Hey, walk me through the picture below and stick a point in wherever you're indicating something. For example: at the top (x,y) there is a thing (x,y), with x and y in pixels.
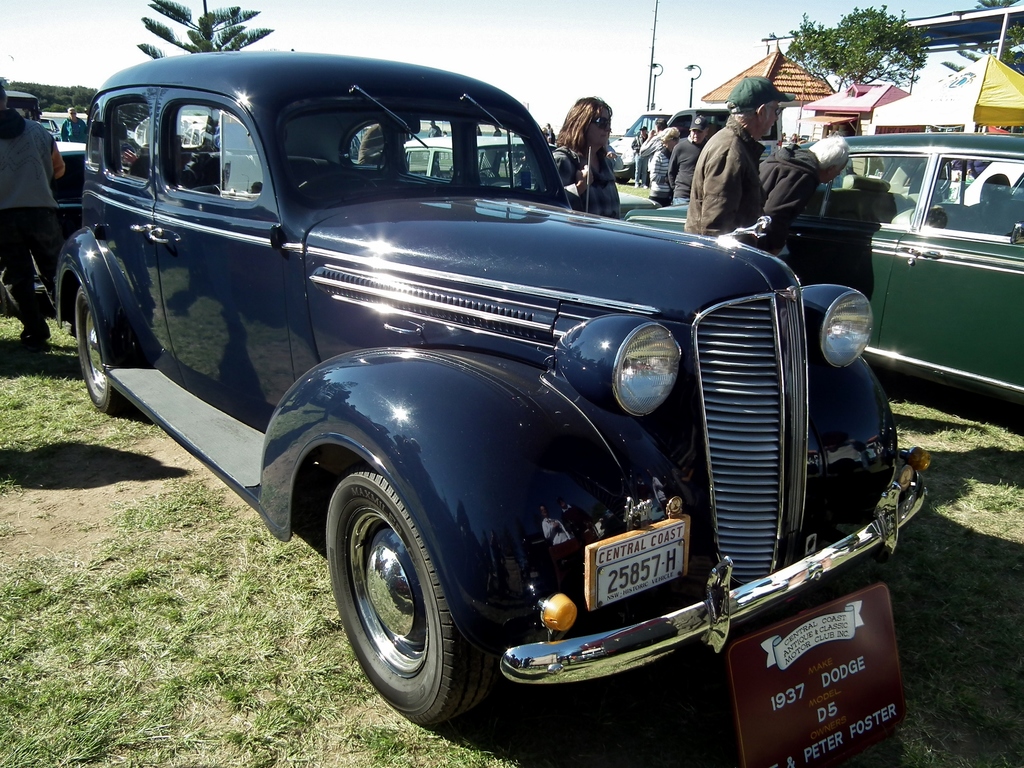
In this image I can see few vehicles (61,304), in front (198,297) the vehicle (350,276) is in blue color. Background (774,11) I can also see few persons (763,114) standing, trees (881,63) in green color, few light poles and the sky (574,60) is in white color.
